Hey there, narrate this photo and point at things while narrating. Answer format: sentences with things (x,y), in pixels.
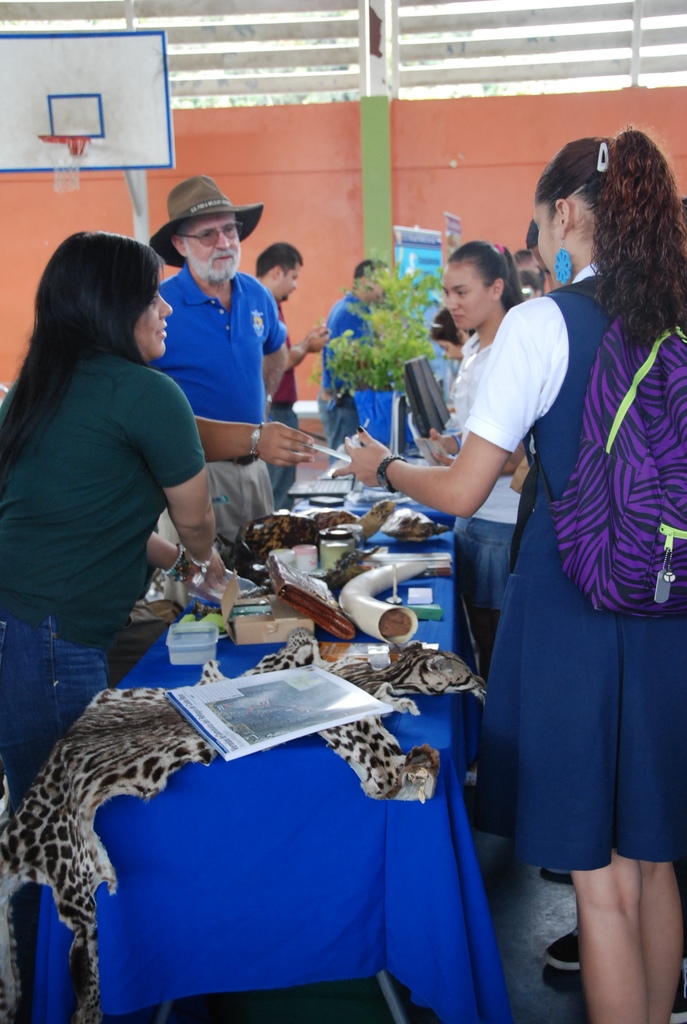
In the center of the image (327,414) we can see people (421,482) standing and there is a table (209,816). We can see things (365,619) placed on the table (231,773). There is a houseplant (412,354). In the background (404,111) there is a wall (249,153) and we can see a hoop (78,155).
